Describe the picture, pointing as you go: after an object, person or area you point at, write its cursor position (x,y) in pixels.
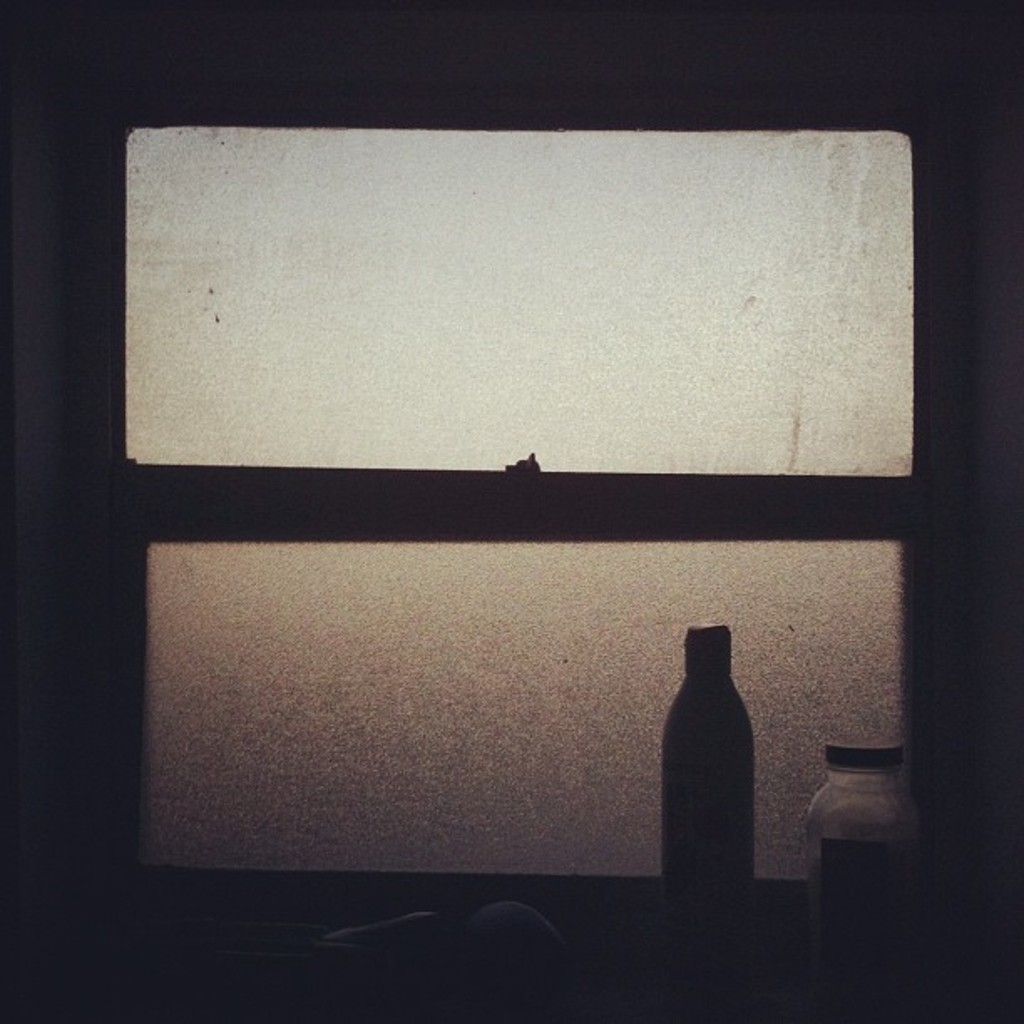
In this picture there is a window (195,656) at the center of the image (483,389) and there is a bottle (719,652) at the right side of the image (702,659).
